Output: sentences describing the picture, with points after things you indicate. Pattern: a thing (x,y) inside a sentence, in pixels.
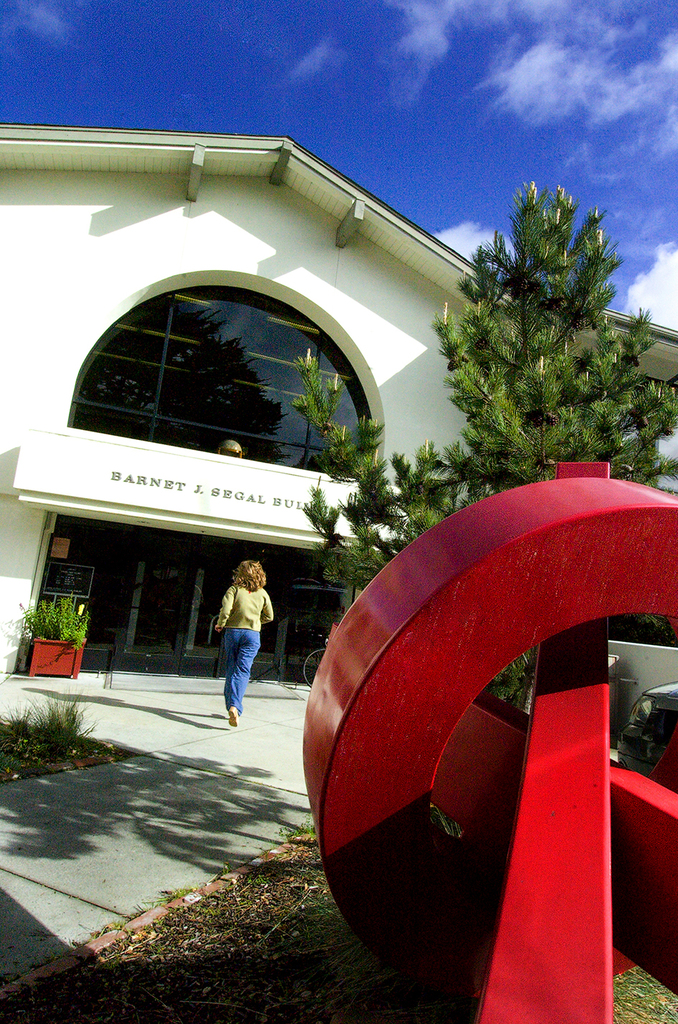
In this image there is a woman (233,641). It seems to be she is running. On the right side (505,627) there is a metal object (426,610) is placed on the ground (301,978) and also there is a tree (519,401). In the background (342,292) there is a building (305,473). At the top of the image (292,72) I can see the sky (470,65) and clouds (492,87).
